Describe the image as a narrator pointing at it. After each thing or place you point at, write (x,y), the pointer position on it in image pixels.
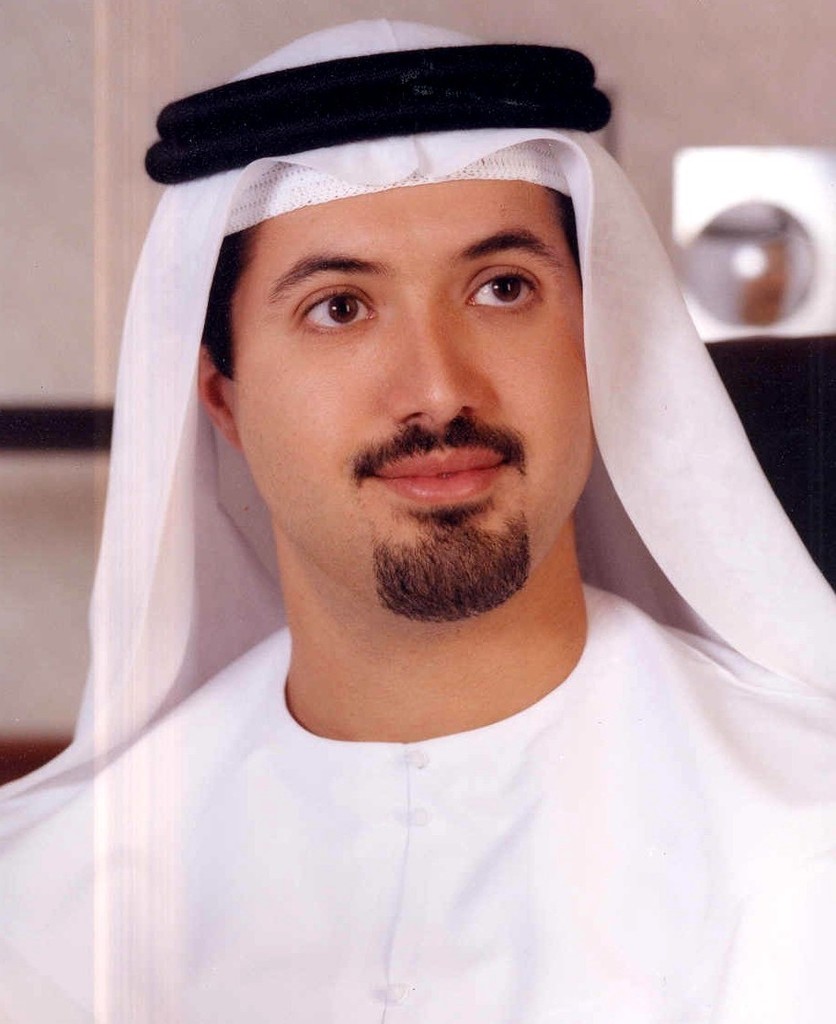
In this image there is a person (363,532) wearing a cloth (782,622) on his head (445,365). Background (10,63) there is a wall (45,458).
